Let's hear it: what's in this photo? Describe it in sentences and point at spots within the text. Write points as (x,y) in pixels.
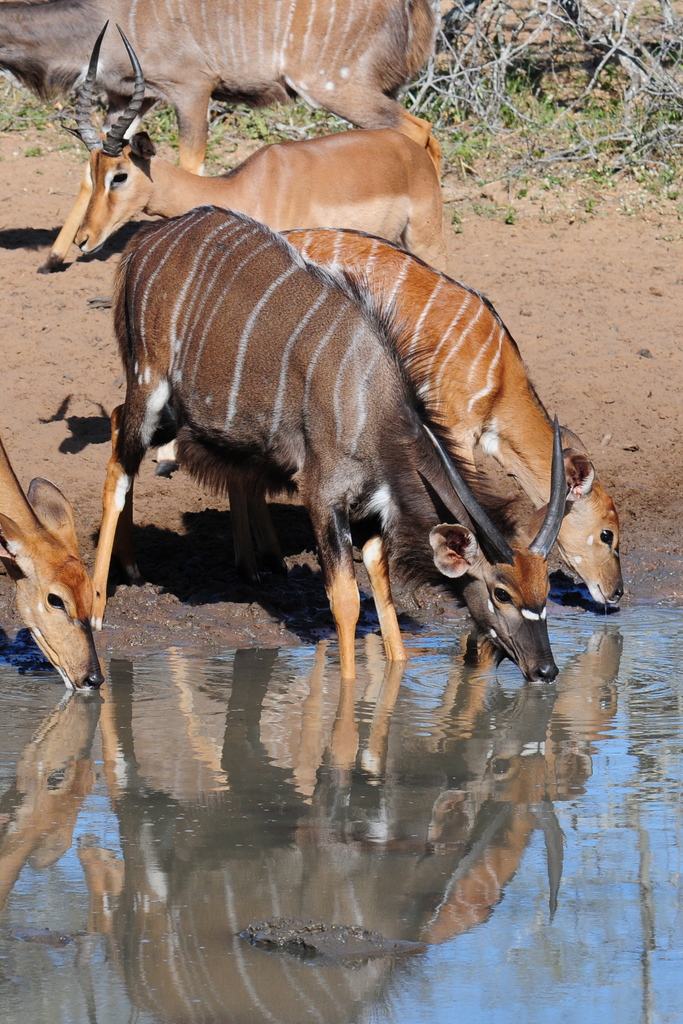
In this image I can see few animals (248,290) in brown and black color. I can see the water (624,680), grass (460,168) and few sticks (591,160).
